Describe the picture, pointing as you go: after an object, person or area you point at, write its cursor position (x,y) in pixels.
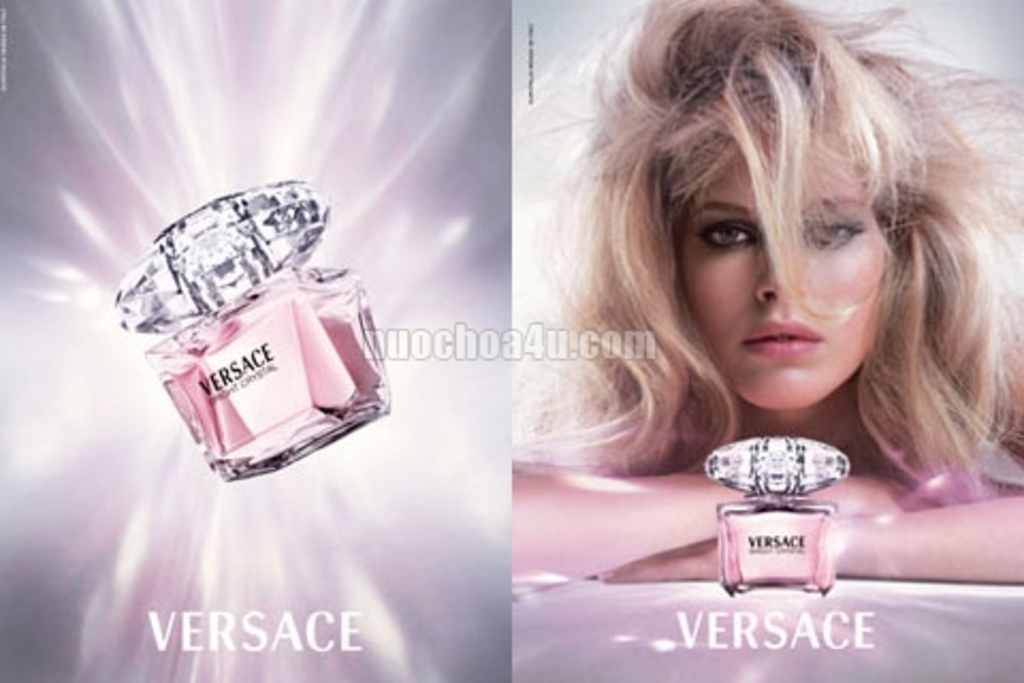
This is a collage image. I can see a woman (874,242) and there are perfume bottles (768,531). In the center of the image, I can see a watermark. At the bottom of the image (312,643), I can see the words (160,628).
